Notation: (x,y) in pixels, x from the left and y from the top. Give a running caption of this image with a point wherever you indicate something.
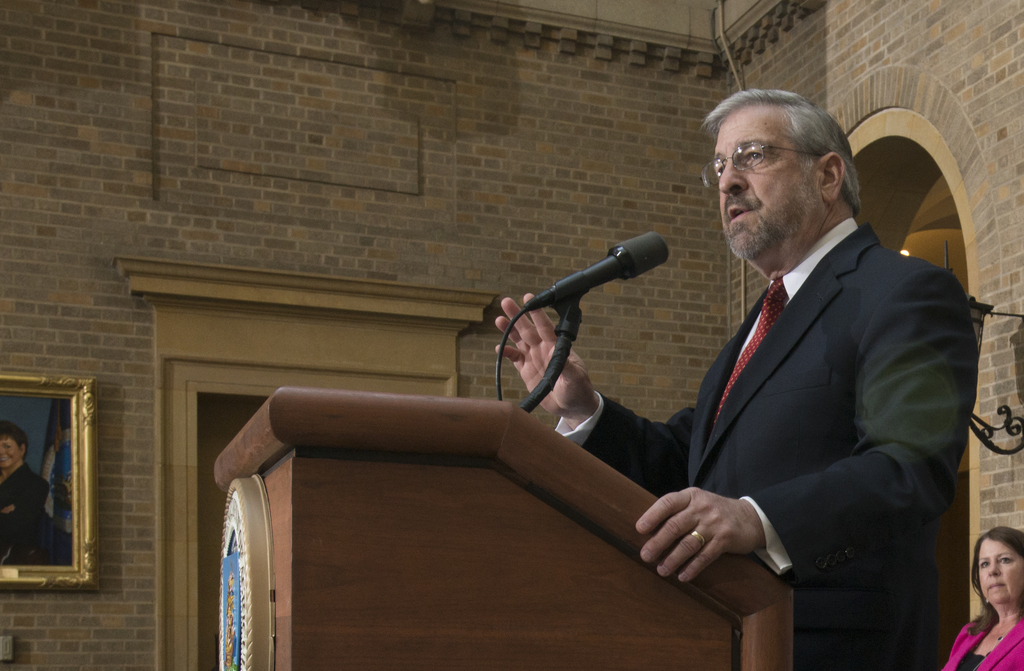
In this image on the right (790,408) there is a man (790,408), he wears a suit (809,380), shirt (806,267), tie (778,292), in front of him there is a podium (499,497) and mic (544,377), behind him there is a woman (990,592), she wears a suit (969,643), her hair (1010,546) is short. In the background (607,219) there is a photo frame (61,466), door (210,421), light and wall (506,200).
